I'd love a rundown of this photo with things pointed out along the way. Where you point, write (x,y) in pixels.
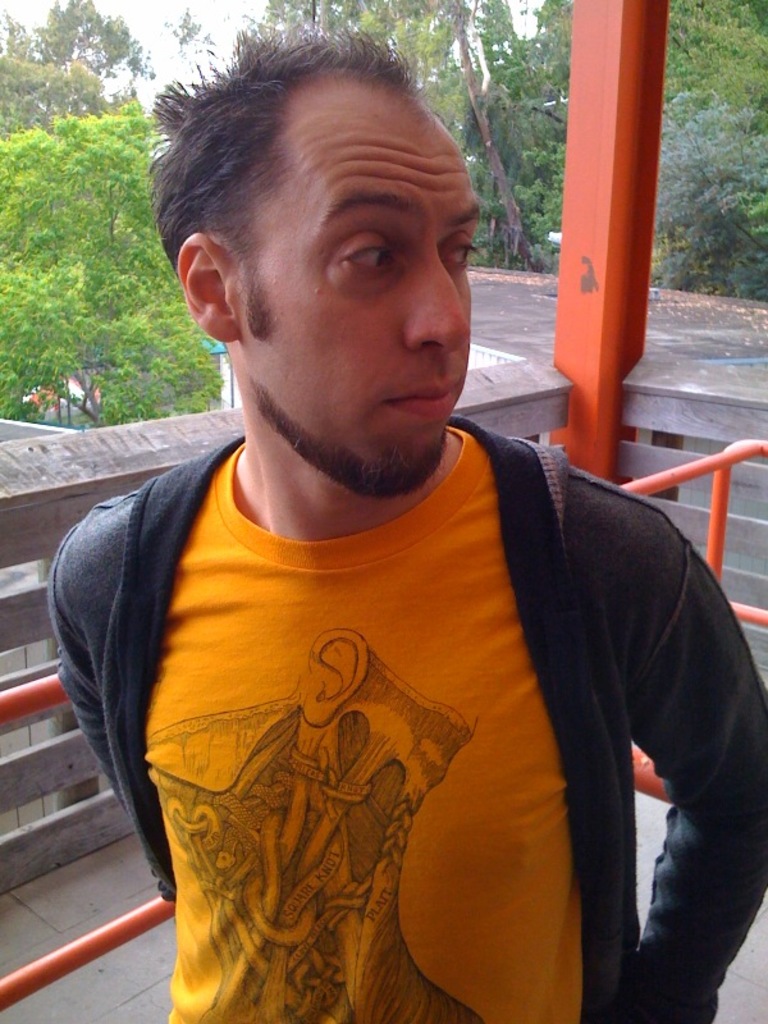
In this image we can see a man (355,584) standing, in the background (537,428) there are iron rods (723,514), wall (186,427), trees (277,36) and sky (251,1).
